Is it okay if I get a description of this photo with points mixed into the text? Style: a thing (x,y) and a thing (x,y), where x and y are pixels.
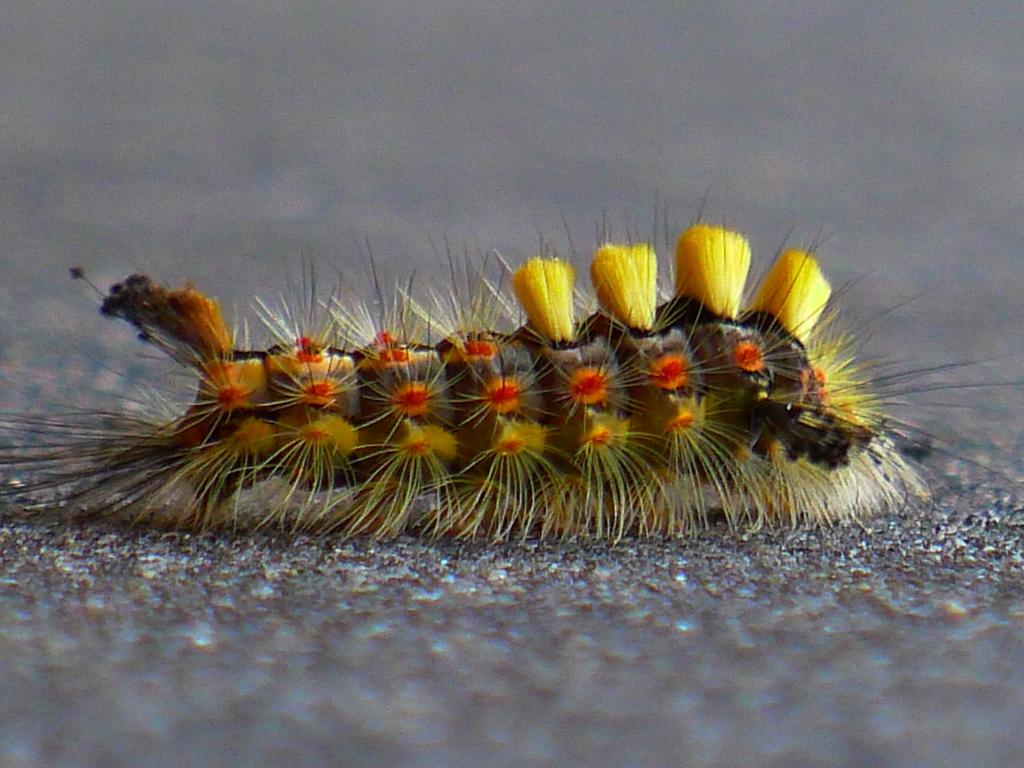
In the image I can see a caterpillar (431,425) on the ground (62,413).
